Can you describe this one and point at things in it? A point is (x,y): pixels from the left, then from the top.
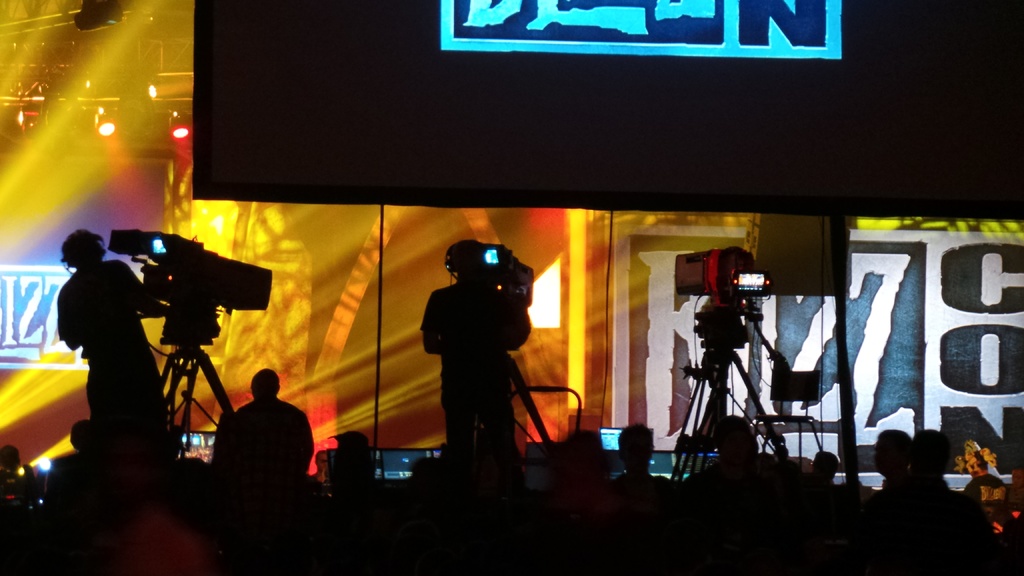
In this image we can see few persons (659,536) at the bottom (706,561) and the image is dark and there are persons (496,362) standing on the platforms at the stands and on the stands (175,357) we can see cameras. In the background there are lights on the poles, boards (379,31) and objects (331,366).
